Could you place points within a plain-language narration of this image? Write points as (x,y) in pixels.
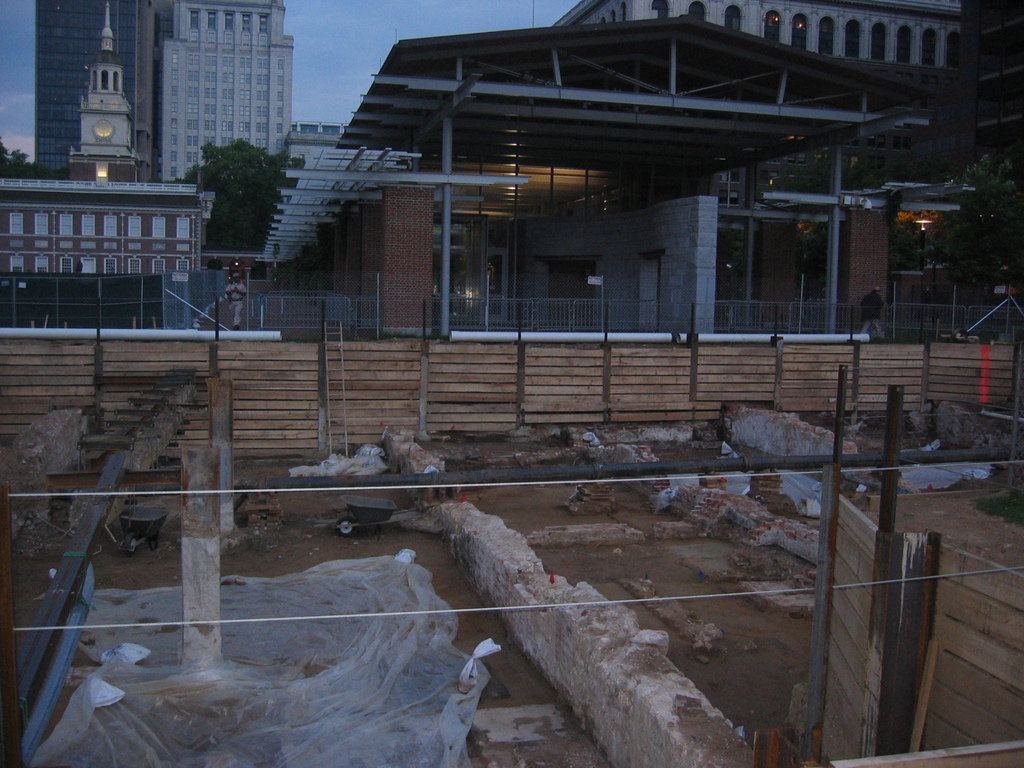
In the background of the image (263,280) there are buildings (256,121). There are trees (212,160). There is a fencing (768,311).
